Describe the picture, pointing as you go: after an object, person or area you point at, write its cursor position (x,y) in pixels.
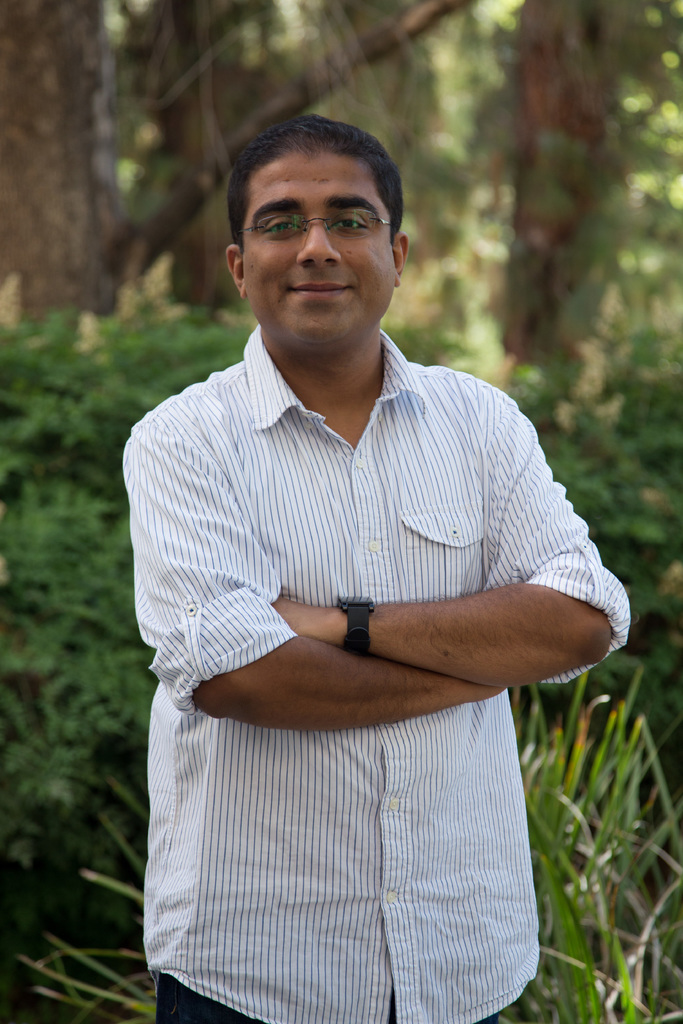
In the center of the image (247,455) we can see a man (256,503) wearing the glasses (356,232) and standing and also smiling. In the background (164,333) we can see the trees (211,214), plants (642,494) and also the grass (554,893).
